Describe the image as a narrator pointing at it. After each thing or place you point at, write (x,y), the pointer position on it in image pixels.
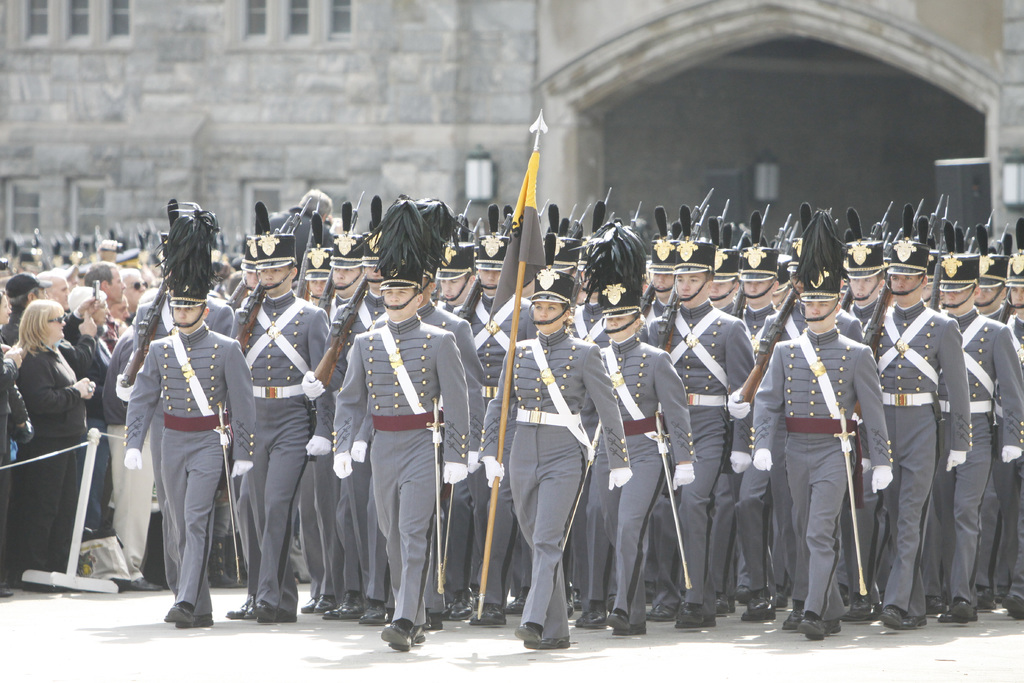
Here in this picture we can see a group of men (804,323) walking on the ground (239,625) with same kind of uniform (615,442) and cap (269,248) on them and the person (556,342) in the front (534,342) is holding a flag (516,281) in his hand (501,478) and beside them we can see number of other people (58,287) standing and watching them and we can also see an old building (101,47) with number of windows (86,32) present over there.
